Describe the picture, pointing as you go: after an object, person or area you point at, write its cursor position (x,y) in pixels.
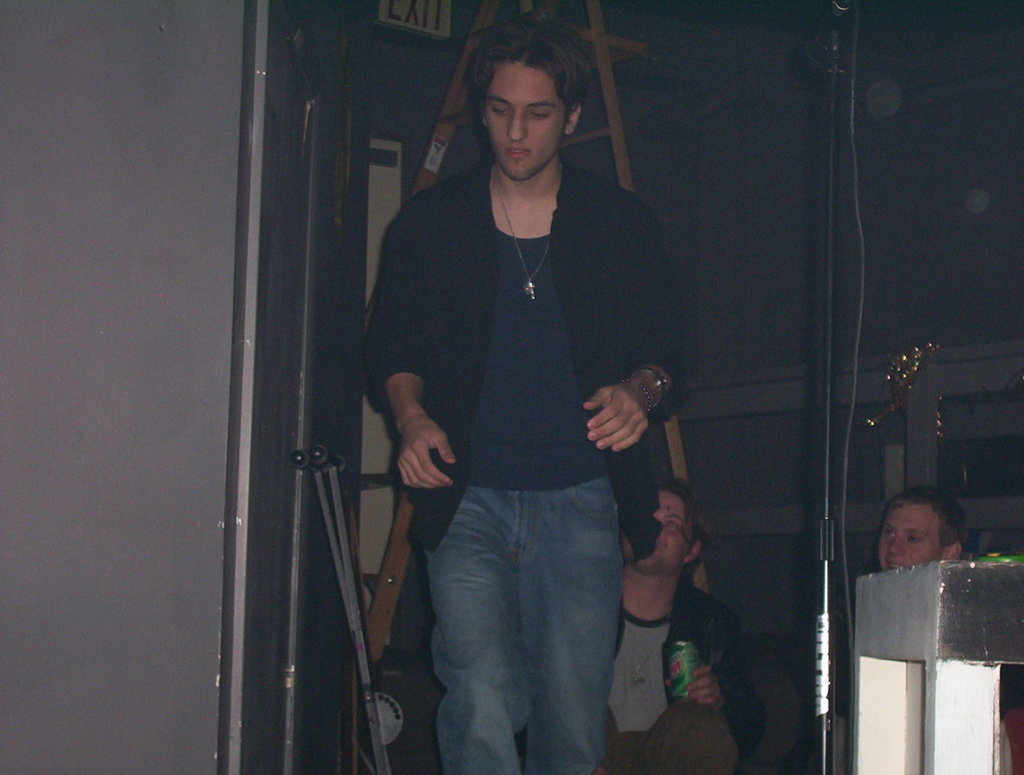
In the center of the image (524,444) we can see a man (490,584). On the right (704,701) there are people (721,661) and we can see a stand (948,578). In the background (728,216) there is a door (378,206), ladder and a wall (764,236). There is a tin (686,687).
